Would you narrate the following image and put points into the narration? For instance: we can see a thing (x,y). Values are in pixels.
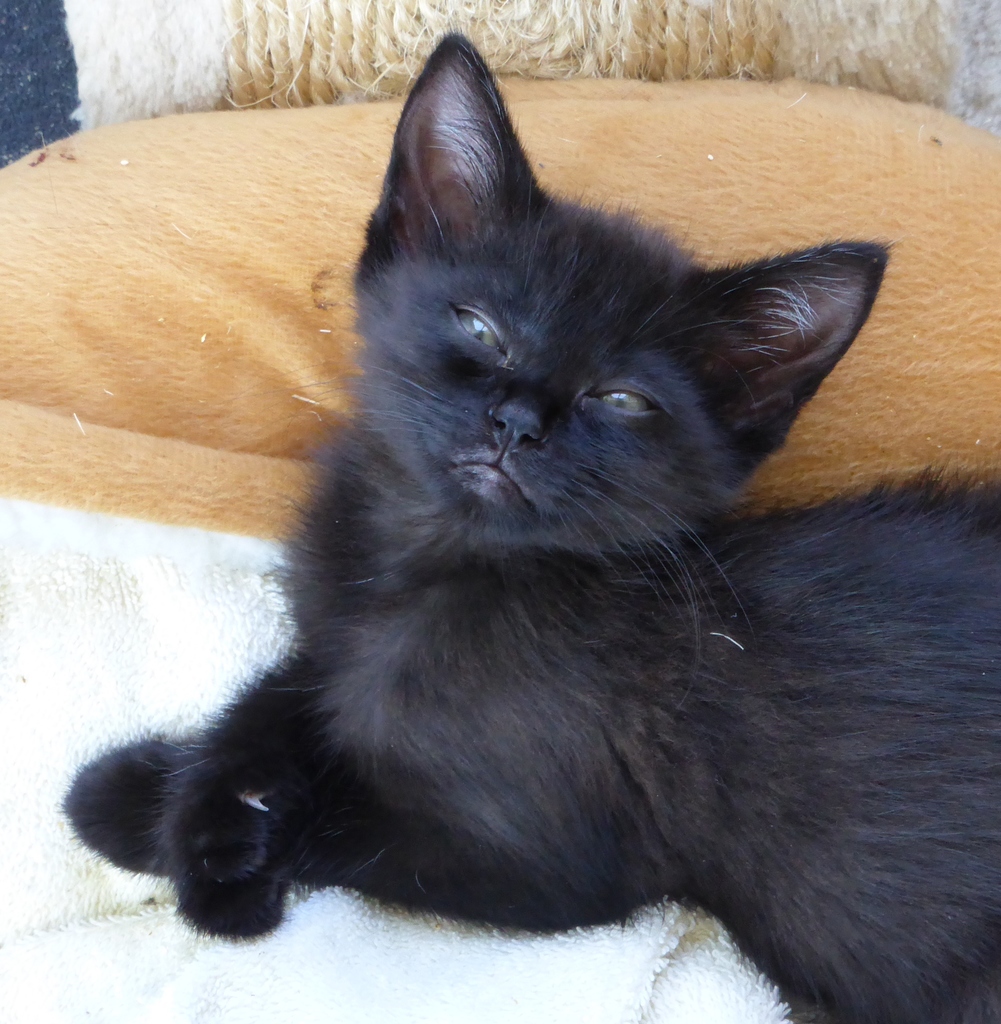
In this image I can see a black color cat (431,718) is sitting on a white color cloth (319,957). Beside this I can see a pillow (90,300).
